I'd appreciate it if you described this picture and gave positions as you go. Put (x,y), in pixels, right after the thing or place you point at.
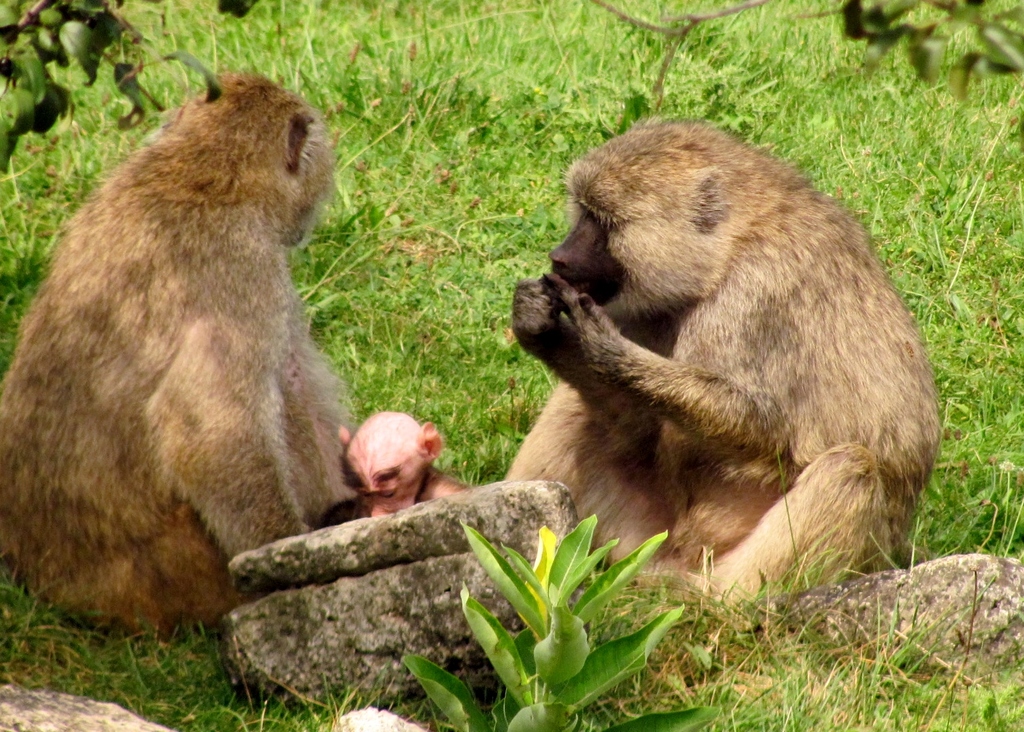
This picture is clicked outside. In the center (631,425) we can see the two monkeys (587,399) sitting on the ground (372,114) and we can see the green grass (418,164), plants (93,36), rocks (319,574) and some other objects (398,500).
